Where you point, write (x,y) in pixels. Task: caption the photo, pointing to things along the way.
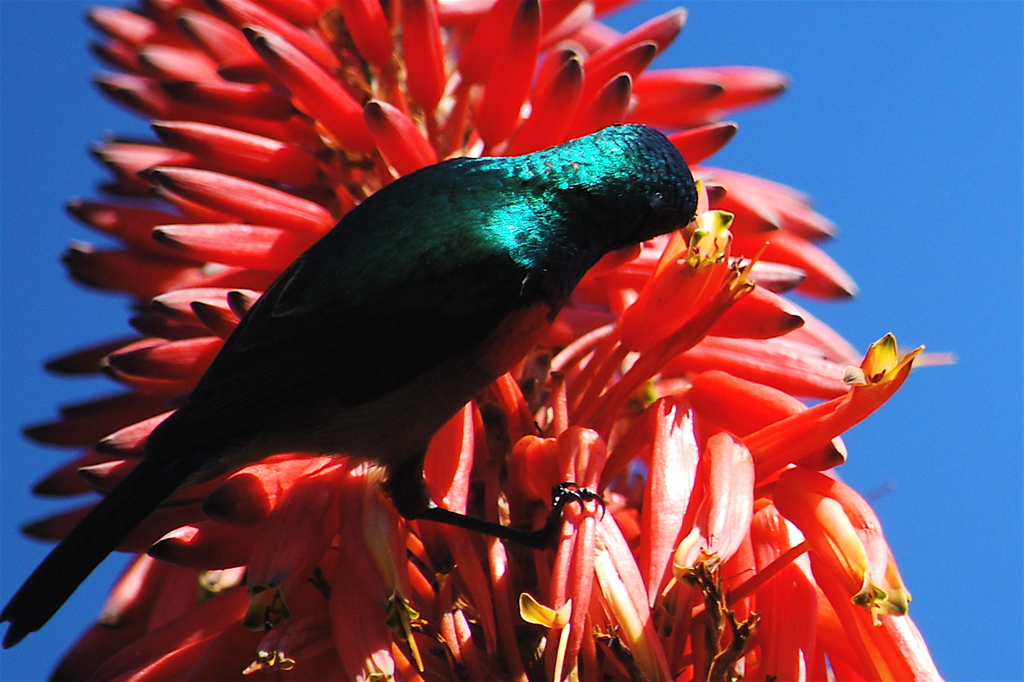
This image consists of a bird (378,382). It is sitting on a plant (710,456). To which we can see red color flowers (522,394). In the background (862,264), there is sky (812,199) in blue color.
